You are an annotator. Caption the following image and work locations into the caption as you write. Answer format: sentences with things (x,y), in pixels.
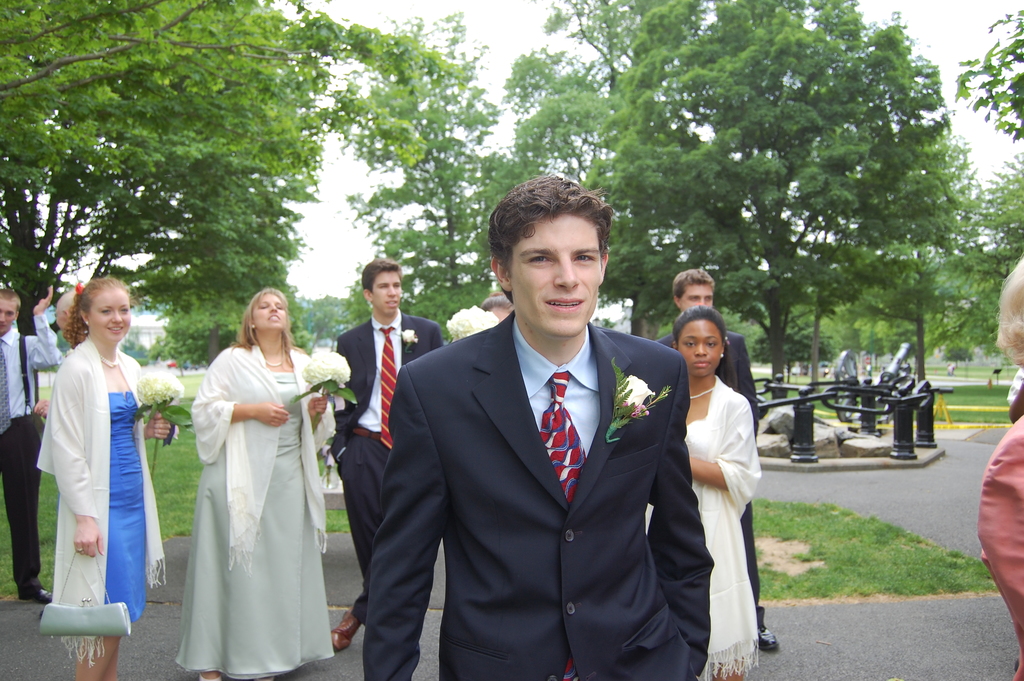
In this picture there is a boy (550,461) wearing a black color suit (613,575) and giving a pose into the camera. Behind there is a group of men (364,345) and women (273,406) holding the white flowers (328,389) in the hand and giving a pose. In the background (927,238) we can see some trees (791,267).
